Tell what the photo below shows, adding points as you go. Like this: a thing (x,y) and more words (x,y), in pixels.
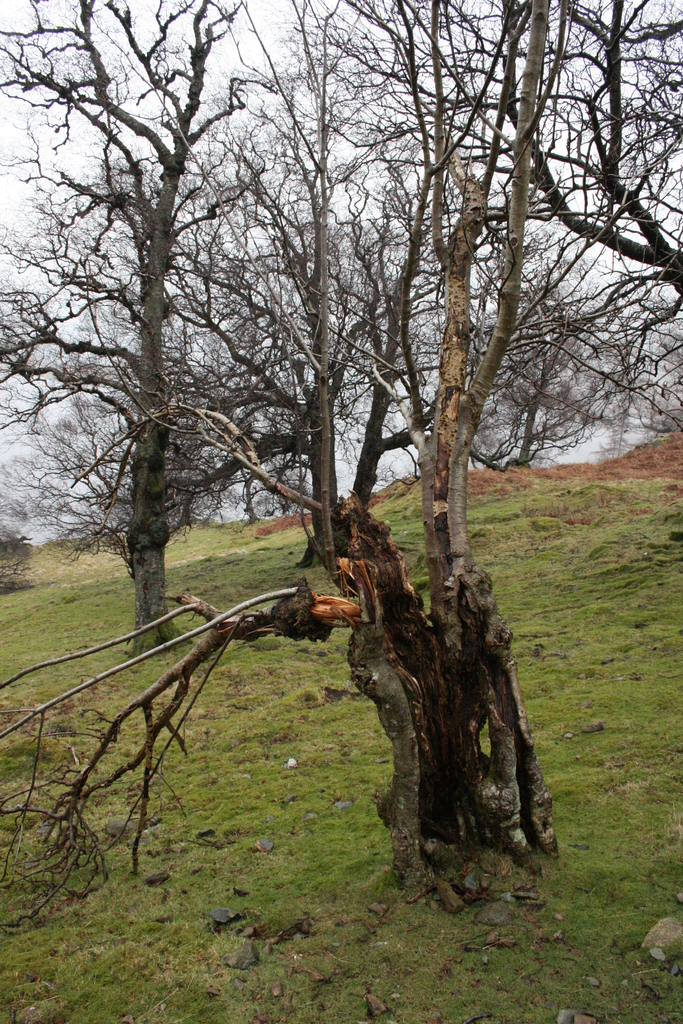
In this picture I can see there are trees (272,449) without leaves and there is grass (347,669) on the floor (333,899), there are stones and the sky (351,122) is white.
